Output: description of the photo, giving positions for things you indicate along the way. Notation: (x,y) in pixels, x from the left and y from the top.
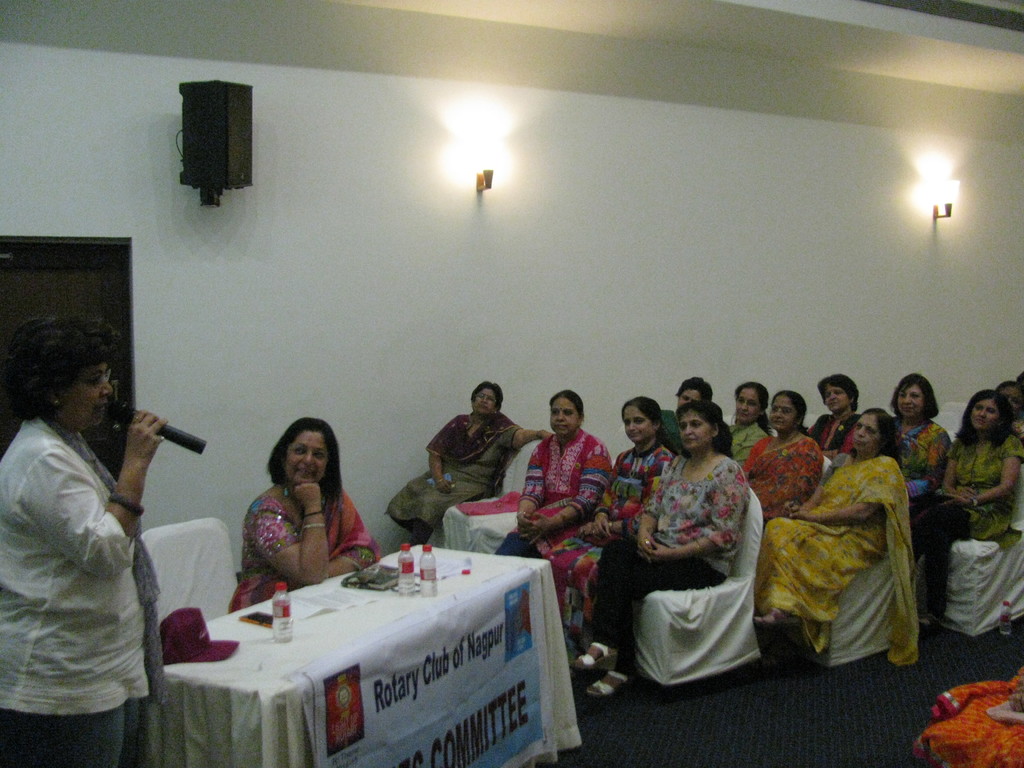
In this image in this room (581,318) there are so many women (863,471) are sitting on the chair (658,609) and some woman (97,523) is talking and holding the mike (159,435) the room (331,619) has many chairs (712,607) and table (246,733) and the table (402,600) has bottles (406,571), hat (177,632), phone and papers (351,598) and some speakers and lights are hanging on the wall (348,268).
